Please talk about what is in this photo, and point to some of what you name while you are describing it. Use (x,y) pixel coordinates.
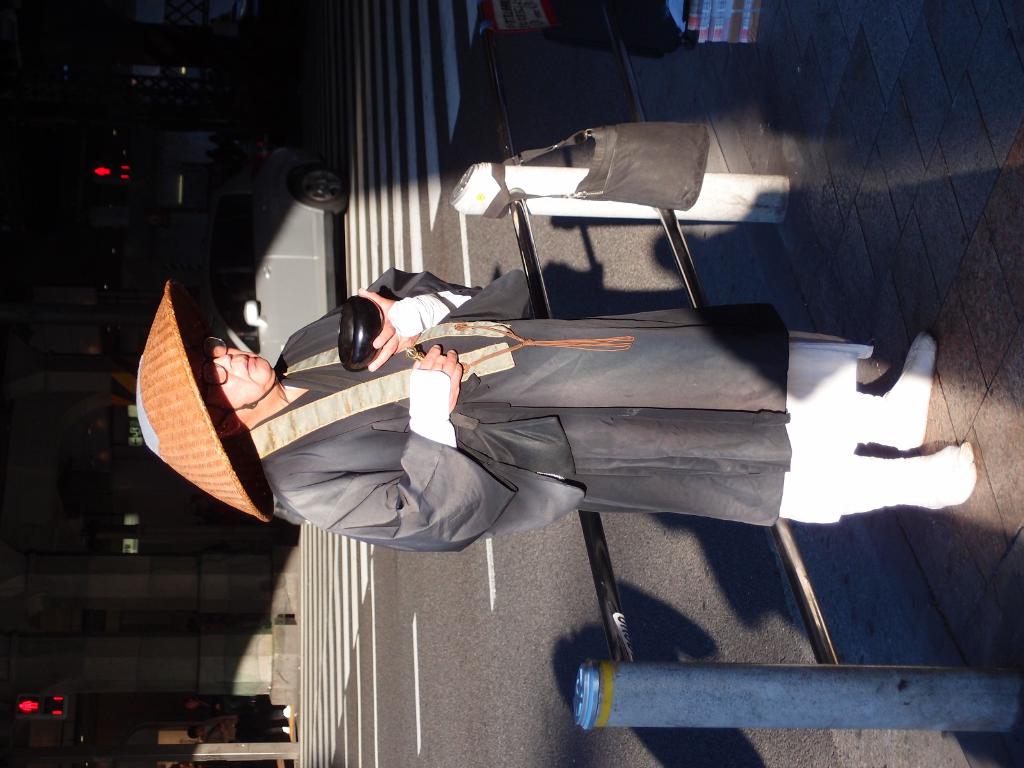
This picture is clicked outside. In the center (480,423) there is a person (407,412) holding a black color object (350,339) and standing on the ground (820,546) and we can see a sling bag (612,186), metal rods (554,178) and some vehicle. In the background (415,65) there is a zebra crossing (319,636) and a building (196,56) and some other objects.
